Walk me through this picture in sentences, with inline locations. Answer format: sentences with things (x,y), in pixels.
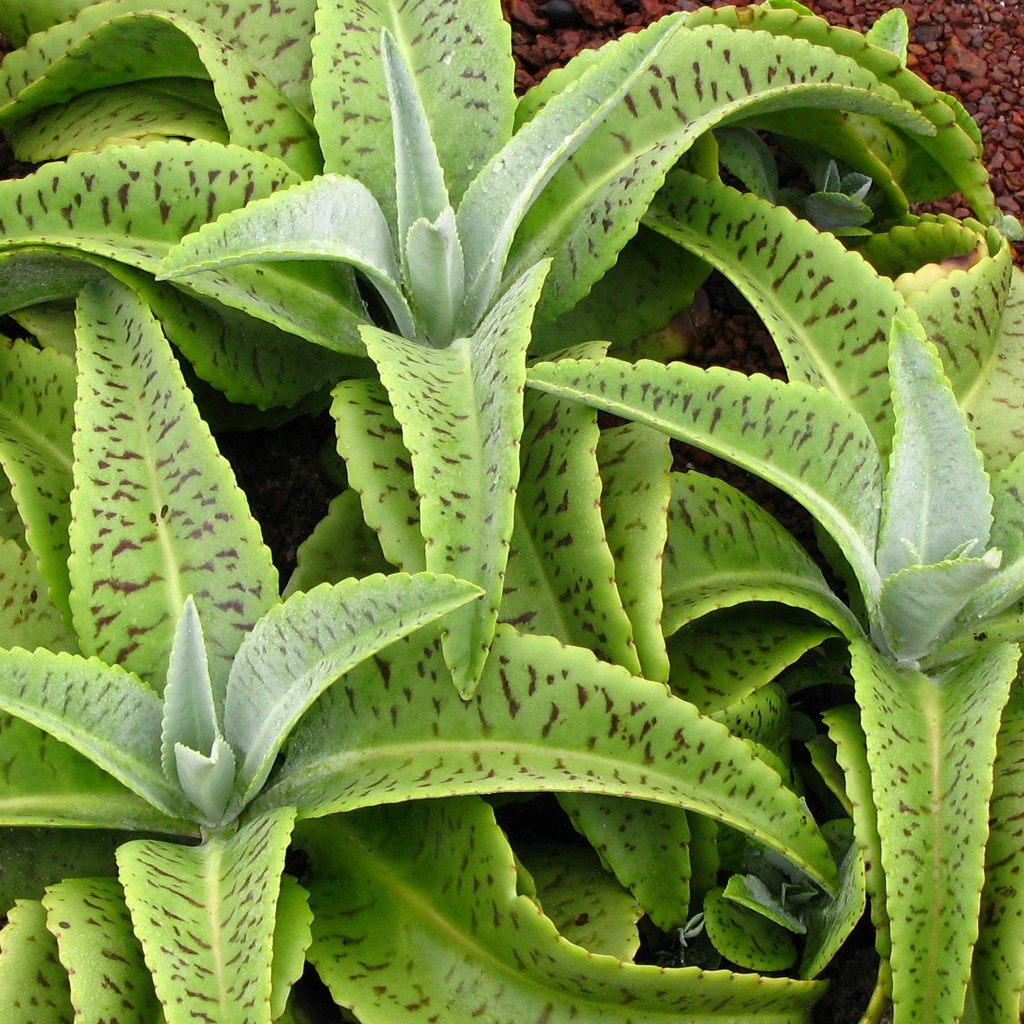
In this image there are plants (461,483), there are stones (954,84) towards the top of the image (964,50).
